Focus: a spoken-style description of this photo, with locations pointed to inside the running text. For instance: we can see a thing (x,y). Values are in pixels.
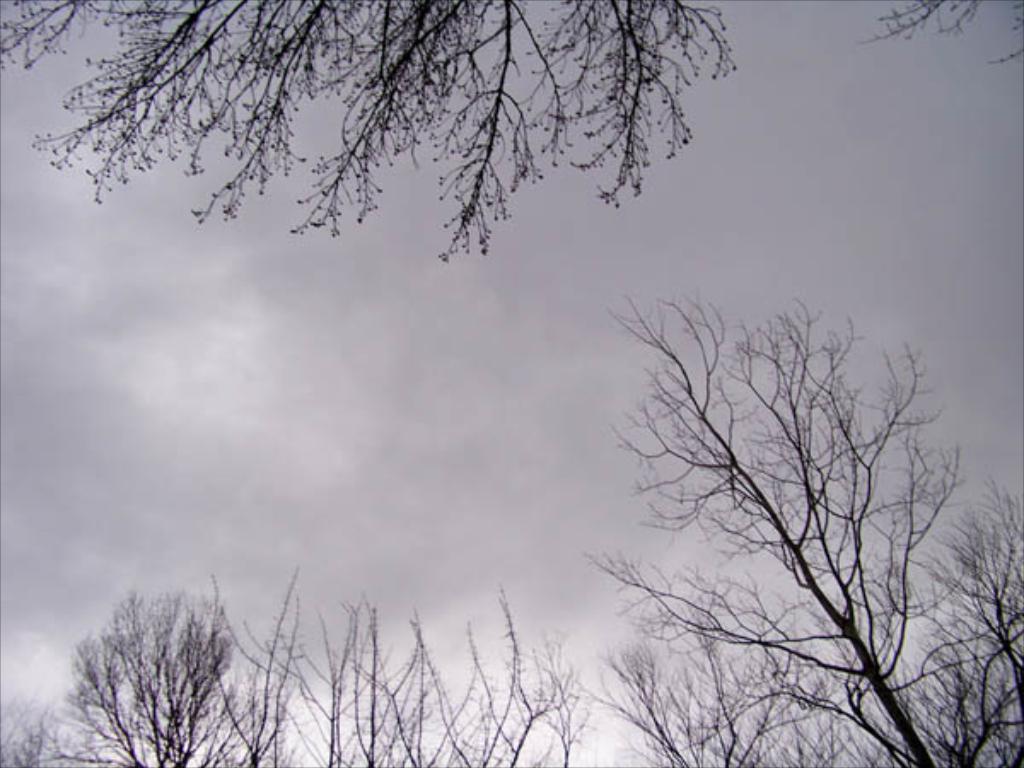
In this image we can see the trees (635,437) at the bottom (756,515) and top of the image (502,80). In the background (360,459), we can see the sky (368,385).
